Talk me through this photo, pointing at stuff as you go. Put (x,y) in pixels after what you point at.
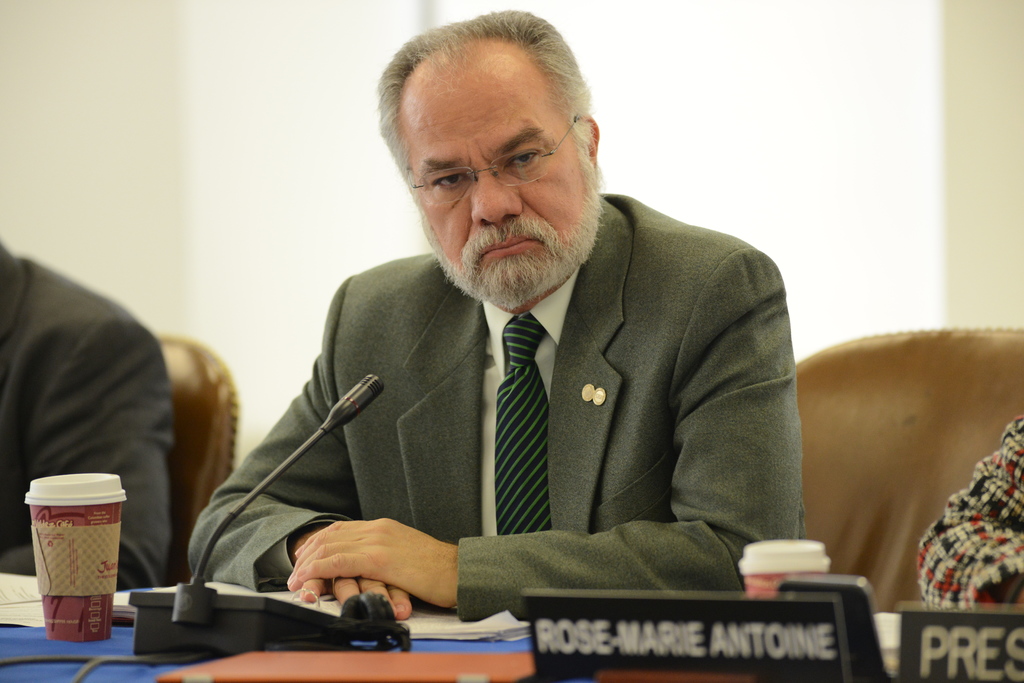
In this image, we can see a man (551,332) sitting on a chair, he is wearing a coat (620,332) and specs (506,154), we can see a microphone (237,511), there is a person (50,382) sitting on the chair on the left (61,389), in the background (29,241) we can see a wall (119,42).
